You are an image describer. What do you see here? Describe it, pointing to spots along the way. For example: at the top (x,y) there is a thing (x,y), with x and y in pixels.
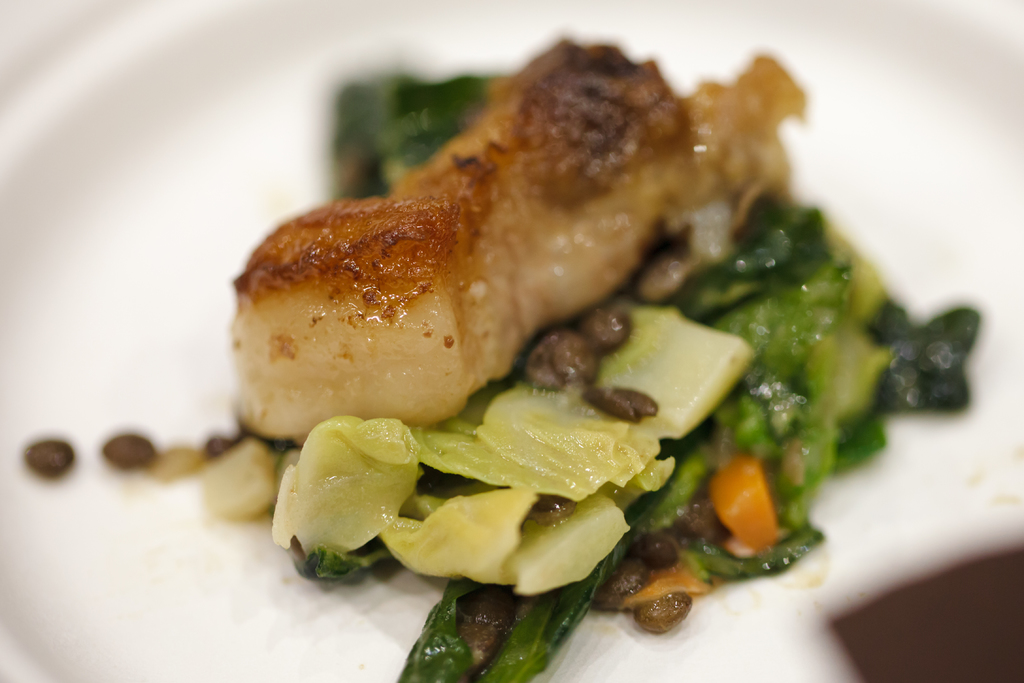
In this picture I can observe some food (430,266) placed in the plate (267,617). The plate (169,300) is in white color.
